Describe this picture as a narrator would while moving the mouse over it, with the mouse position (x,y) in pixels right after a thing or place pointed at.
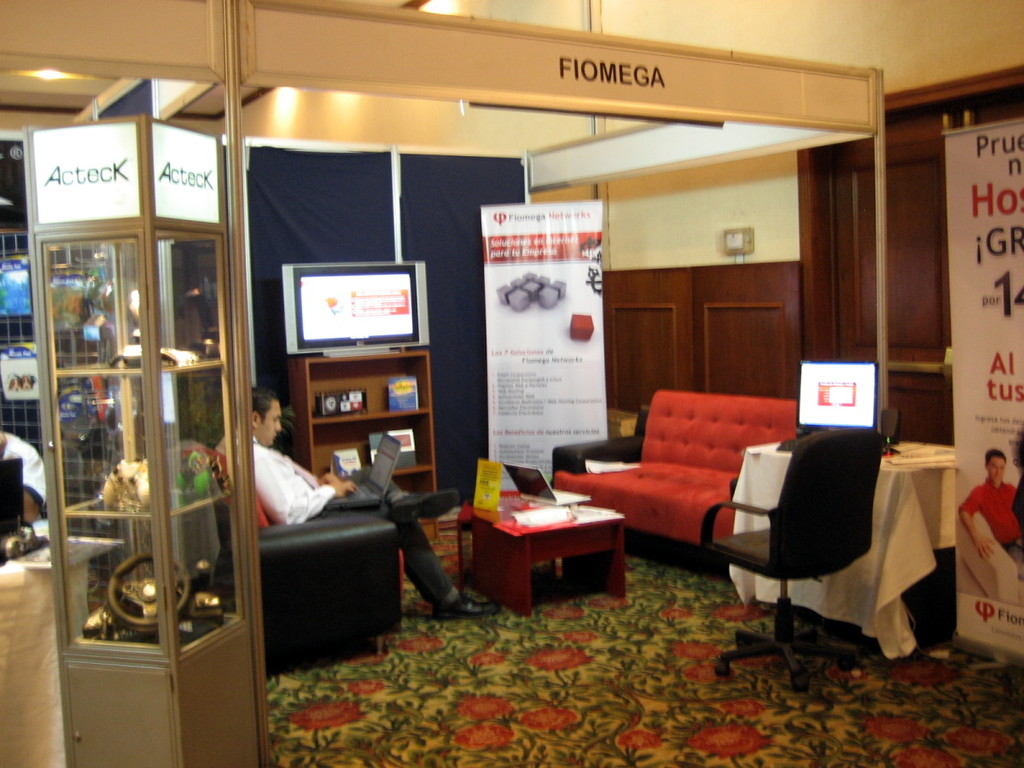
There is a person (394,506) sitting on the chair (332,535) and working on the laptop (377,503). In this room (447,283) there are hoardings (531,212), TV (396,328), cupboards (371,412), table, chair (847,500) and wall (681,232).
